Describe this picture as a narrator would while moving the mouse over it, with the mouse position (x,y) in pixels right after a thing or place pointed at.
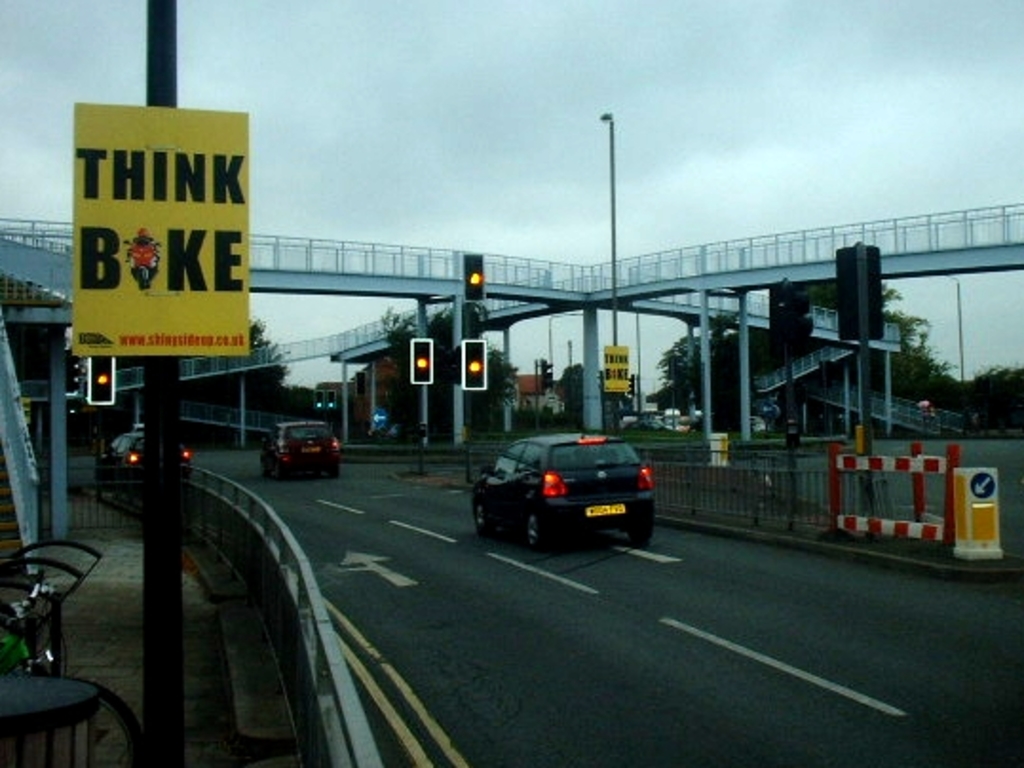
In this image there is a road (565,538) and we can see cars (286,452) on the road (651,681) and there are poles (612,405), boards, traffic lights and trees (979,376). At the top (626,230) there is a bridge (369,272) and there is sky (581,130).
